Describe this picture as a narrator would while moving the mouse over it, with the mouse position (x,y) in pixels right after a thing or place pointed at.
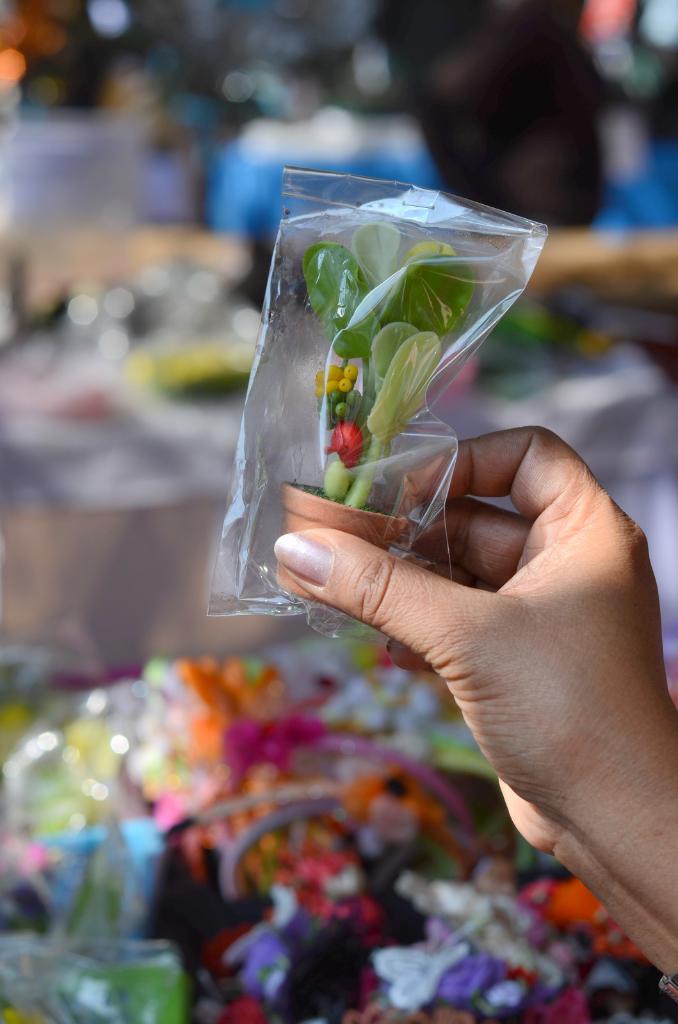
In this image we can see hand (489,644) of a person (477,613) with a packet (297,477). Inside the packet (312,479) we can see a toy pot (383,518) with plant (328,480). In the background (189,715) there are few objects (270,831) and it is blurry.
